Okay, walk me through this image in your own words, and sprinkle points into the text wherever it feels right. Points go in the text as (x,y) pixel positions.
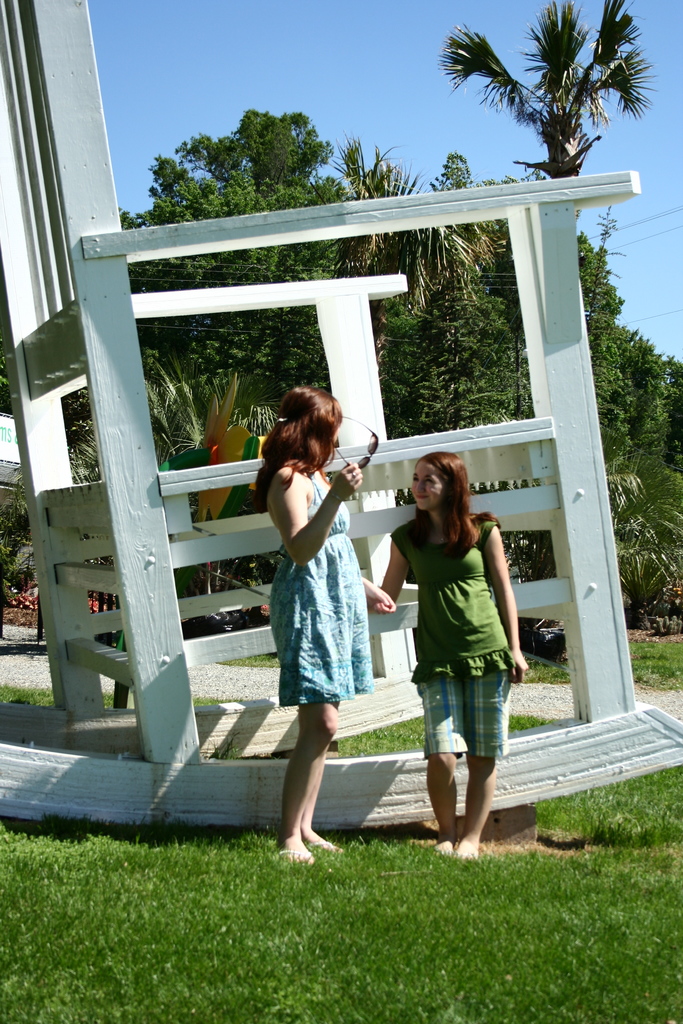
This picture might be taken from outside of the city. In this image, we can see two women (454,693) are standing on the grass (410,975). In the background (223,485), we can see a chair (132,487), trees (682,445), plants (611,493). At the top (134,114), we can see a sky (271,104), at the bottom (606,864), we can see a land (334,940) and a grass (233,927).
